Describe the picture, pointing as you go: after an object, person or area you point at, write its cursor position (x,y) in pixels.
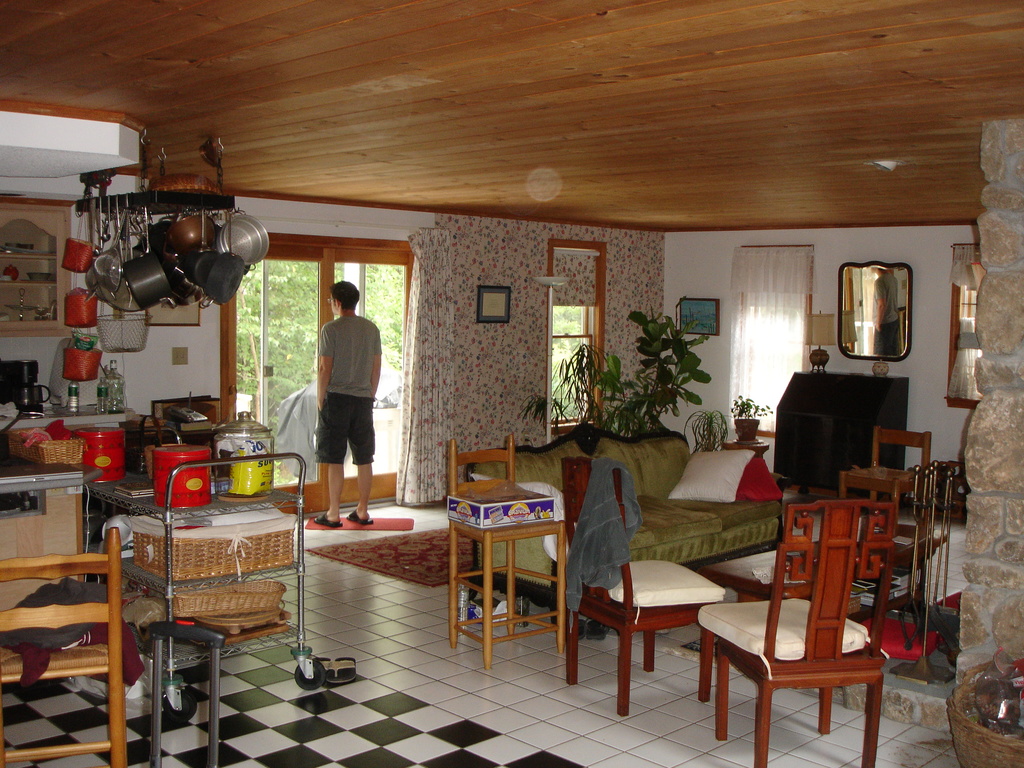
This image is taken indoors. At the top of the image (194,90) there is a roof (487,104). At the bottom of the image (349,699) there is a floor (383,675) and there is a mat (397,556). In the middle of the image (356,411) a man (321,414) is standing on the floor (326,533). In the background (356,280) there is a wall (493,438) with a door (295,388) and windows (572,355) and there are a few curtains (437,328). There is a mirror (911,296) and a picture frame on the wall (474,357). On the right side of the image (737,525) there is a couch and there are a few chairs (723,618). On the left side of the image (196,235) there are a few vessels (178,460) and baskets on the kitchen platform (84,468).
